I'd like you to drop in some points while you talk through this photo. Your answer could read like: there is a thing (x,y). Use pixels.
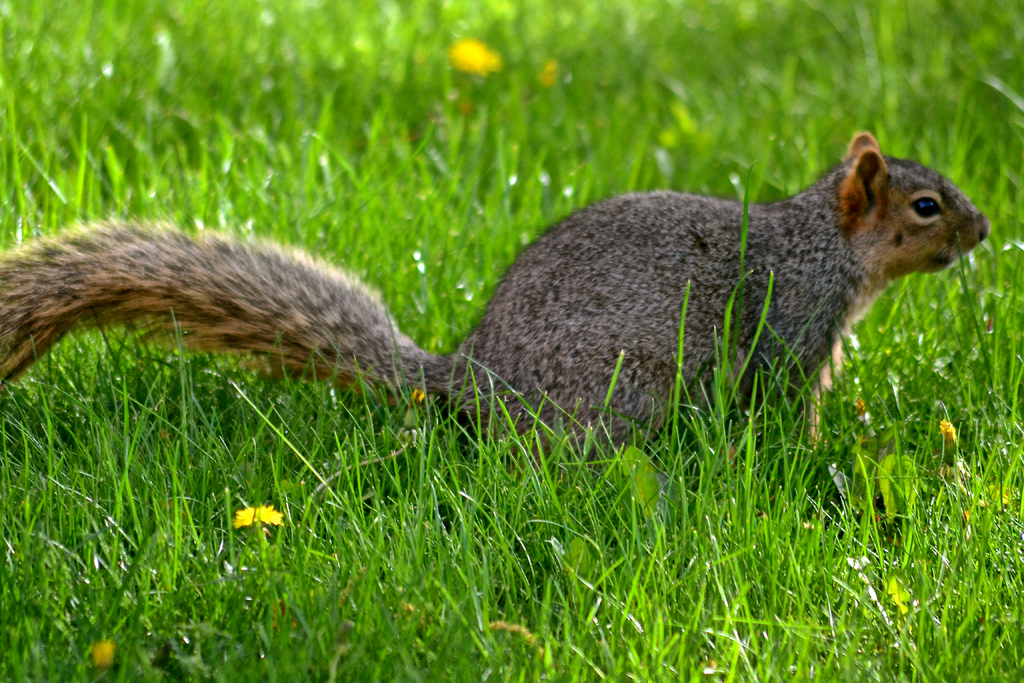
In this image, we can see an animal (357,295) on the grass (390,496) and there are some flowers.
